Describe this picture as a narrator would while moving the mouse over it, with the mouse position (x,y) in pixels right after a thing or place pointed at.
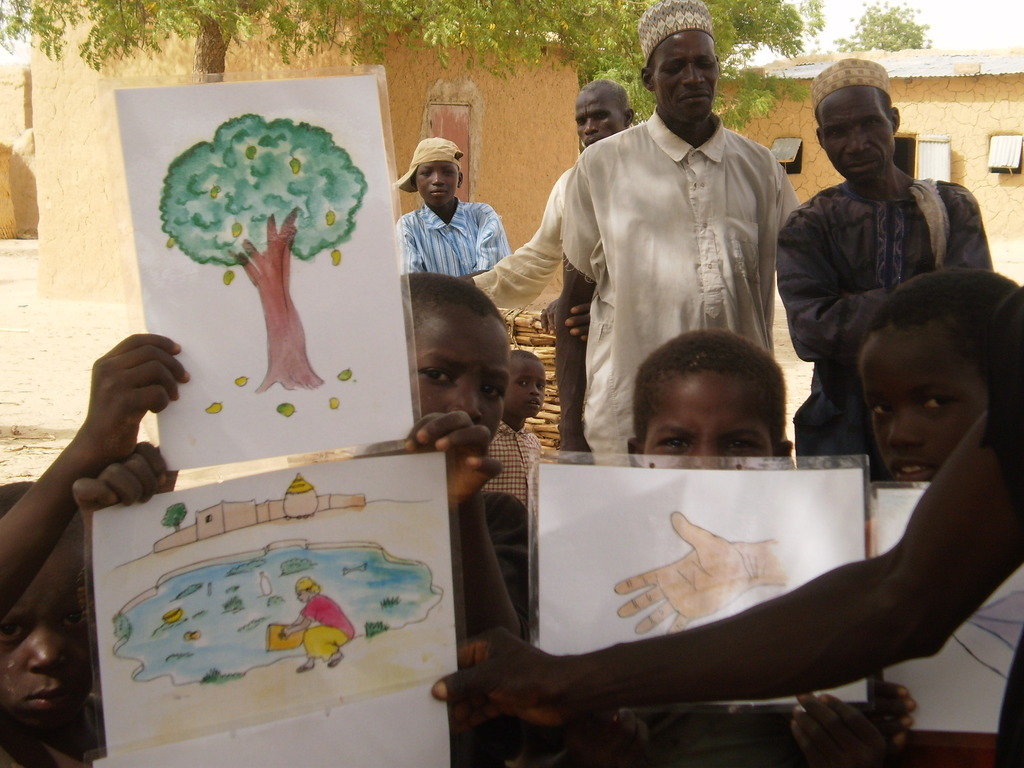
In the center of the image (497,380) we can see kids (108,444) holding the paintings (398,393). In the background (524,453) there are houses (537,76), group of people (903,233), tree (629,33) and sky (944,24).
